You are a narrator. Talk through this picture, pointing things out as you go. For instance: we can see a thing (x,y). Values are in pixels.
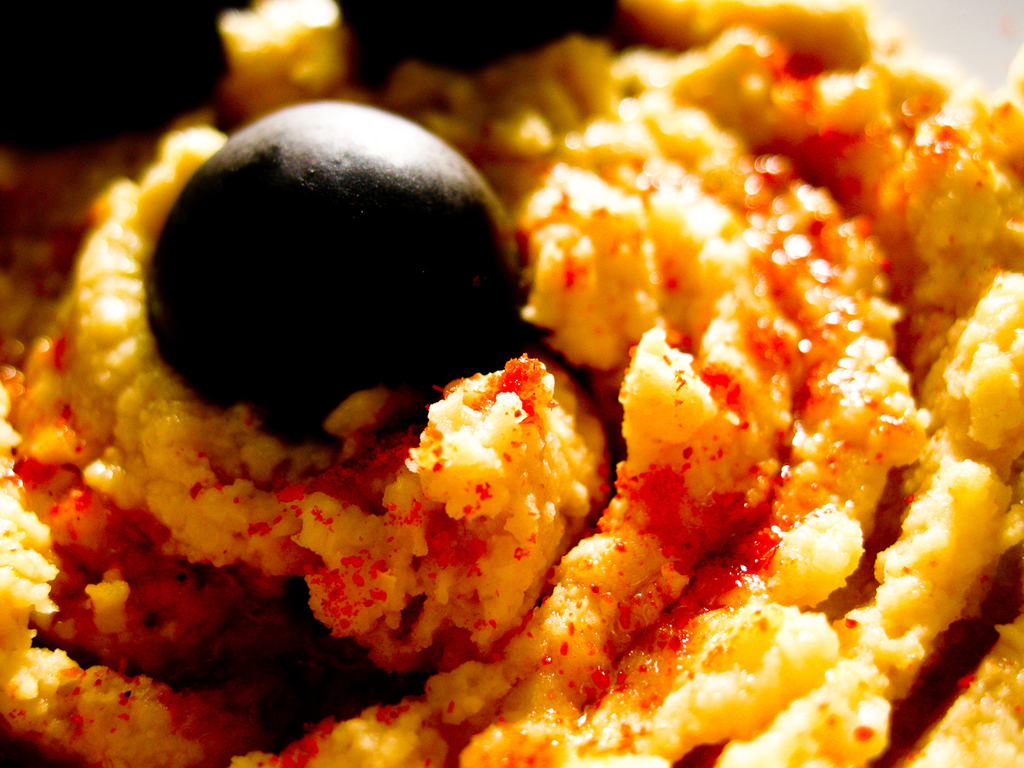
In this picture we can see some food item (385,570) and on the food (347,644) there are some ingredients (267,299).
